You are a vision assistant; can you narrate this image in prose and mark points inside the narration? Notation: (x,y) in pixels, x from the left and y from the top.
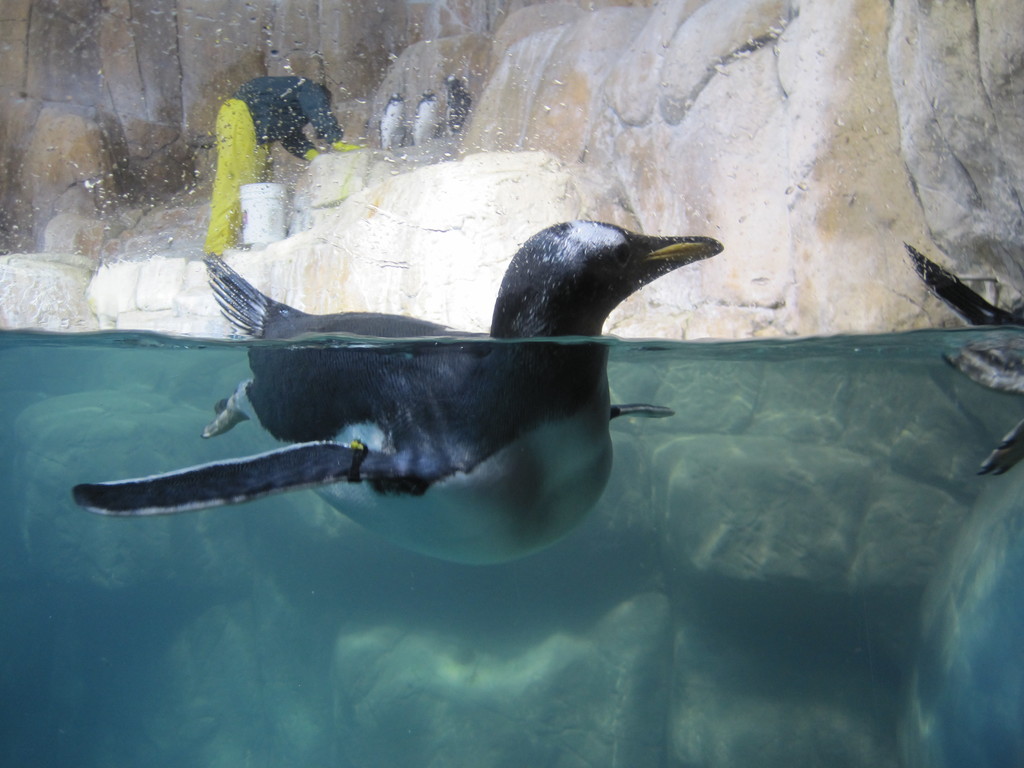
In this image an aquatic animal (559,483) is swimming in water (488,627). A person (232,239) is standing on the rock (274,251). A bucket (246,237) is beside him. Few animals (397,121) are on the rock (369,103). Right side (998,474) there is an animal (1015,457) in water (967,442).
